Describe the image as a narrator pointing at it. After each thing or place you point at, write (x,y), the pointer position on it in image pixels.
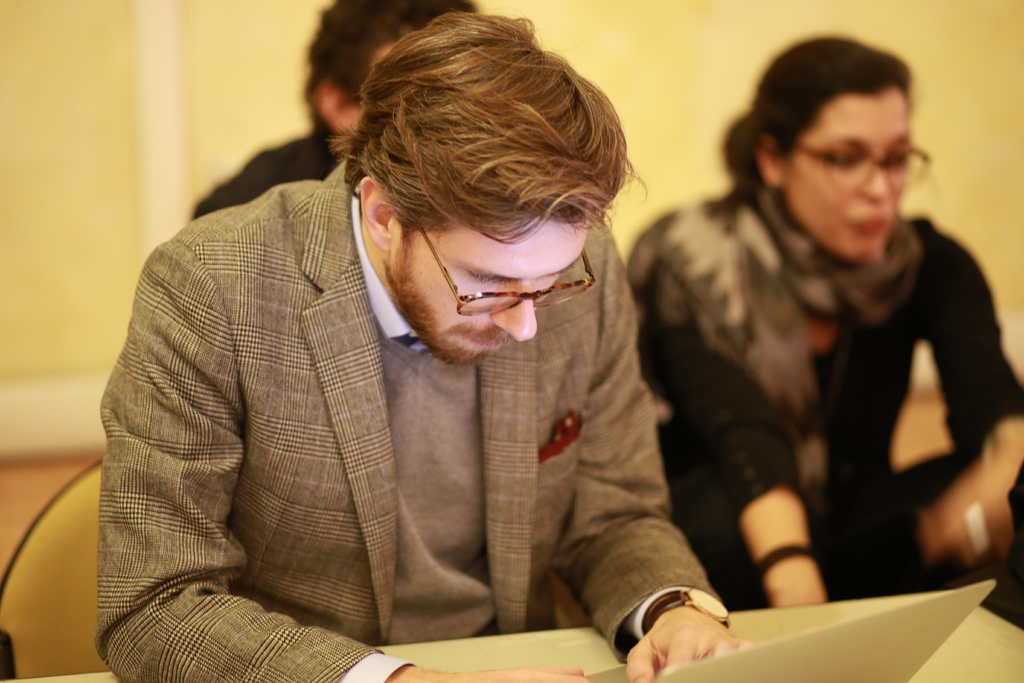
In this image we can see a few people (514,348) sitting, among them one person (616,528) is working on a laptop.
